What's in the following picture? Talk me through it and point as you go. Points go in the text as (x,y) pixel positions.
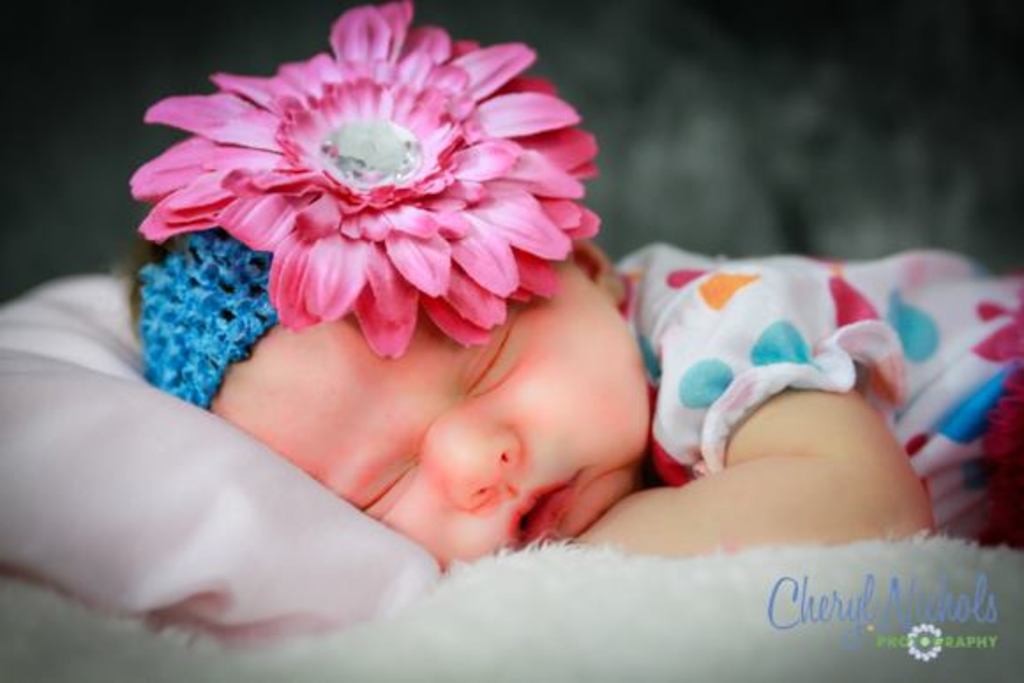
In the center of the image (528,422) we can see a baby (690,466) sleeping. At the bottom (449,624) there is a blanket (486,624).
